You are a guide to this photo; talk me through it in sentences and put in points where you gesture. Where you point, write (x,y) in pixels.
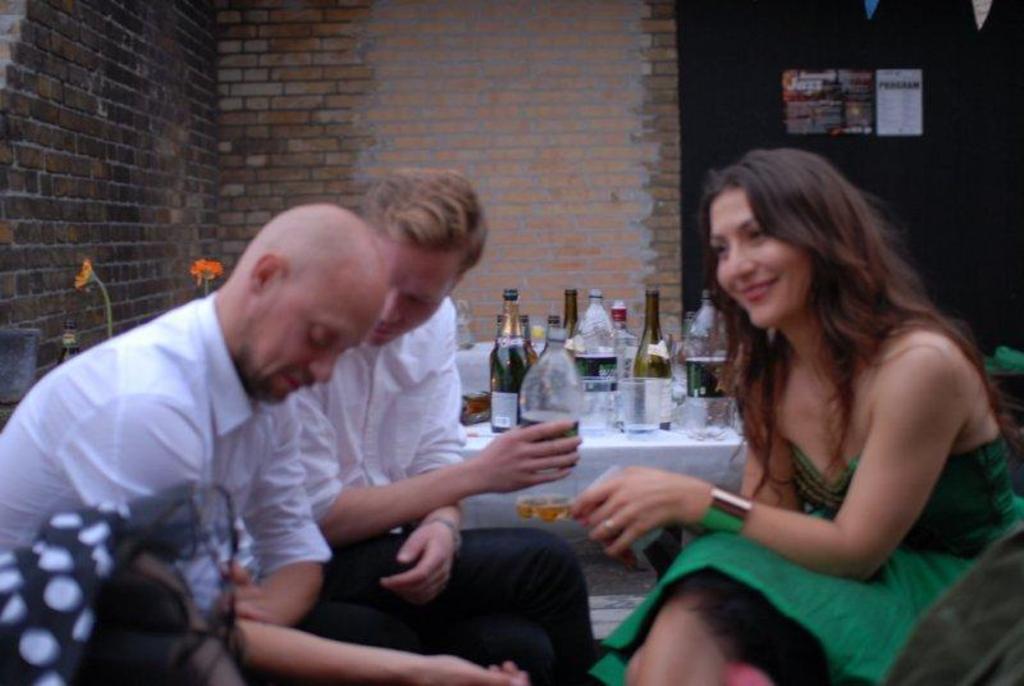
In this image we can see three persons (609,535) sitting on the chairs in which one of them is holding a glass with some drink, behind them, we can see a table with a few bottles (595,356) and glasses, there we can see flowers (200,275), wall (505,145) and some posters (830,107) attached to the wall (758,101), in front of them we can a black color object (145,567).
